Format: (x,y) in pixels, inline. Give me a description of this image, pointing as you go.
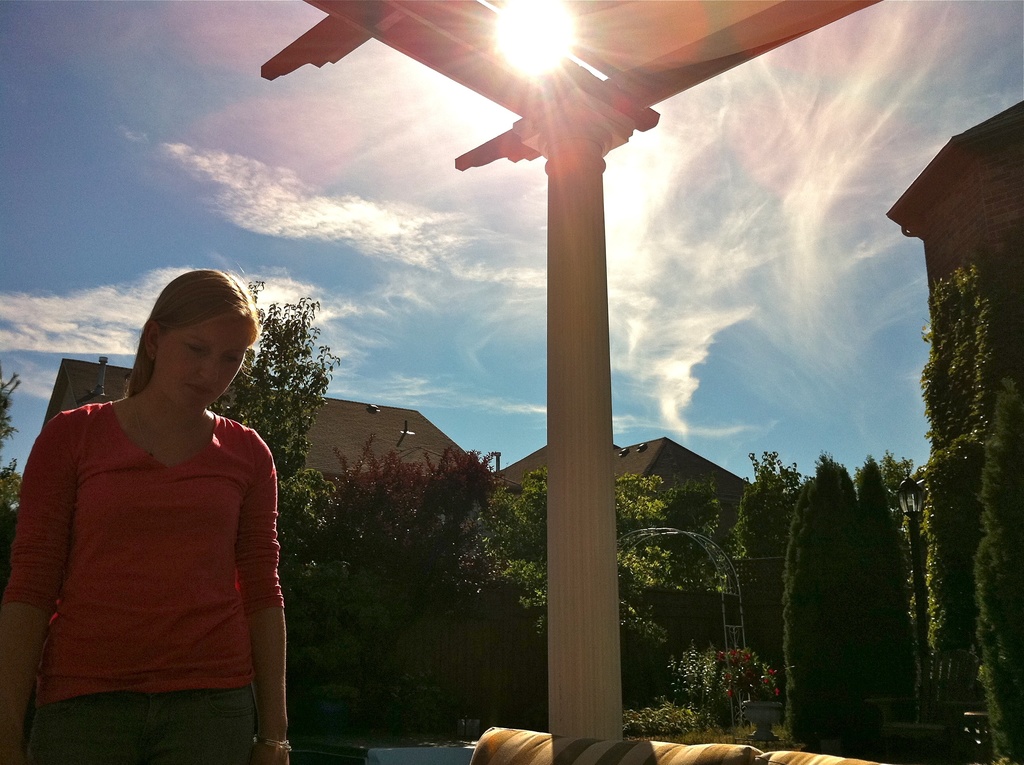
On the left (103,555) there is a woman (171,578) standing. In the foreground (624,739) there is a couch (609,758) and pillar (592,547). In the center of the picture (410,426) there are buildings (691,454) and trees (361,474). Sky (493,276) is sunny. At the top (552,23) it is sun (557,29).
